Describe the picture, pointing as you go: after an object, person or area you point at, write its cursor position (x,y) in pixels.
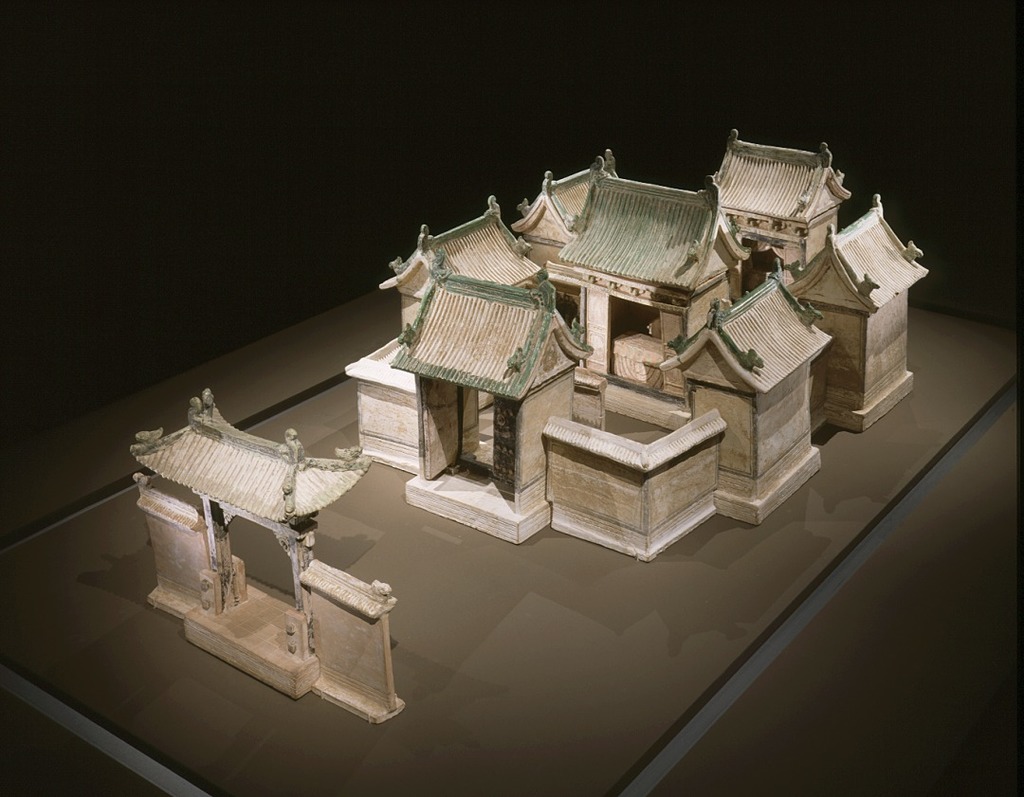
In this image I can see miniature of a building (850,395). I can see dark in background (410,224) and here I can see colour of this miniature (723,405) is cream.
